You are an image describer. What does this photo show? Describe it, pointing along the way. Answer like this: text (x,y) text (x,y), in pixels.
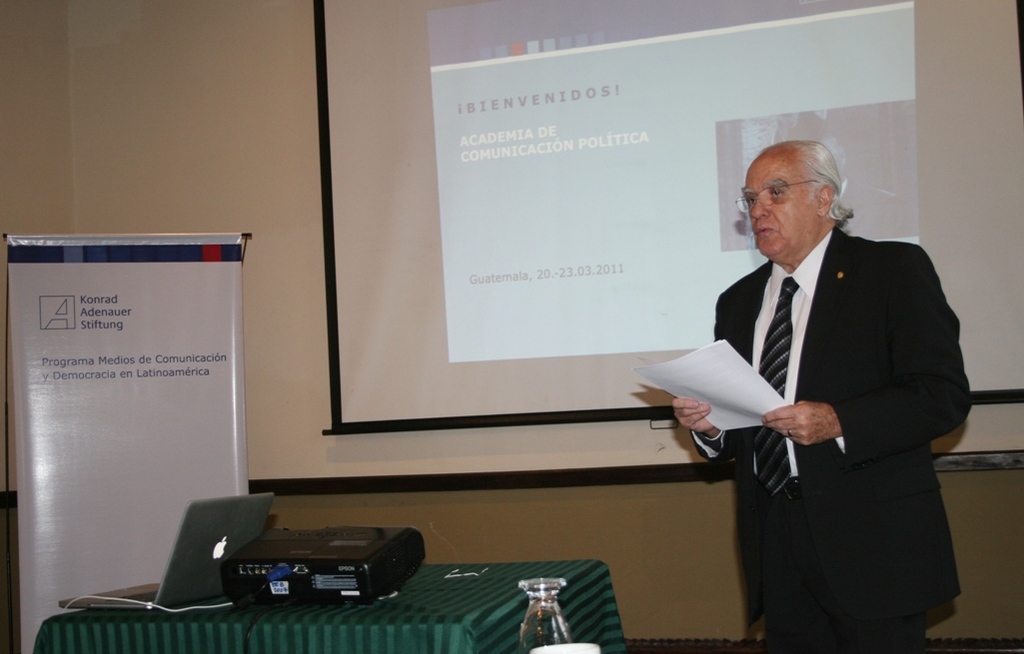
There is a man (896,534) standing and holding papers (707,384). We can see projector (293,549), laptop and cable (199,606) on the table (449,615) and we can see glass (531,624). In the background (503,217) we can see banner (80,306), screen (769,107) and wall (171,95).
